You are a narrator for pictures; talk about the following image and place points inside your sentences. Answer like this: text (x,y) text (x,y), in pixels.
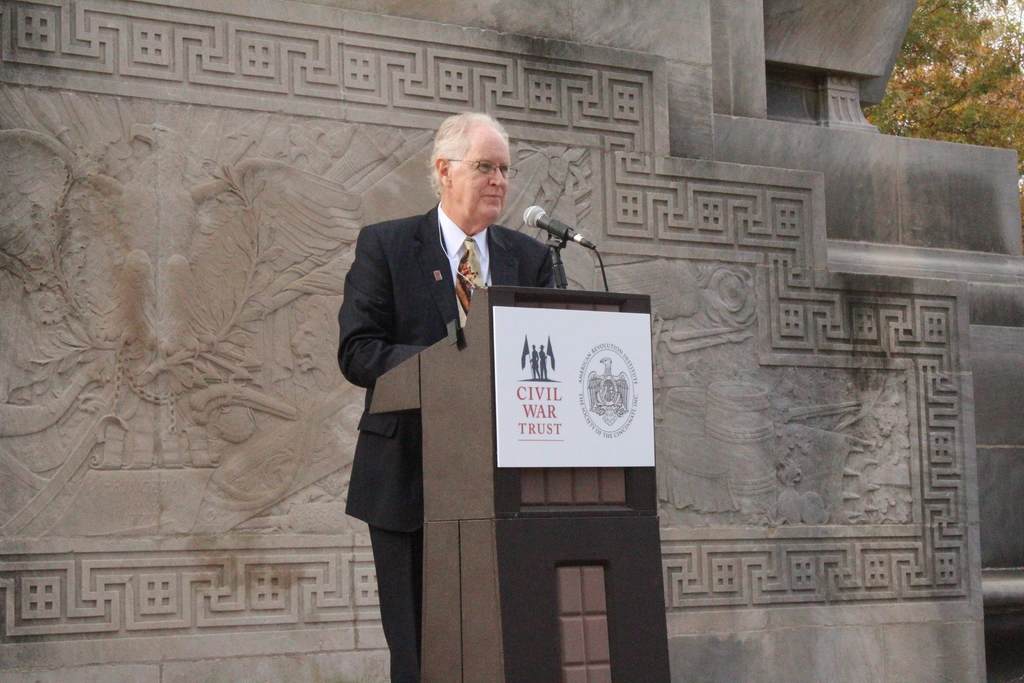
In this image we can see a person (453,302) standing in front of the podium (479,408), on the podium (620,295), we can see a mic (564,229) and a board (641,357) with some text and images (596,411), in the background (507,109) it looks like the wall (849,312), there are trees (970,55) and also we can see the sky (963,66).
